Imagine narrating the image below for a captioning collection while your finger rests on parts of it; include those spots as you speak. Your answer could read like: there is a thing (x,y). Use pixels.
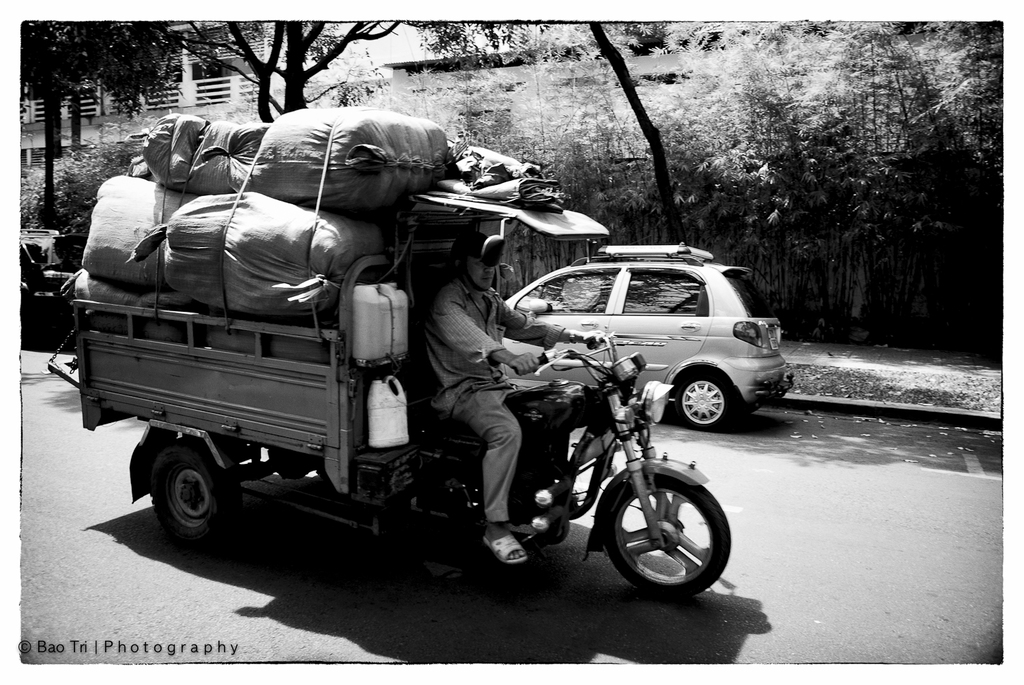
In this image we can see a person (513,363) sitting on a motorcycle (534,430) attached to a cart (251,410) on which group of bags (118,224) are placed which are tied with rope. Two cans (382,340) are placed on the cart (140,487). In the background (608,304) we can see a car (647,308) placed on the road (682,436) group of trees (765,168), buildings (83,98).
